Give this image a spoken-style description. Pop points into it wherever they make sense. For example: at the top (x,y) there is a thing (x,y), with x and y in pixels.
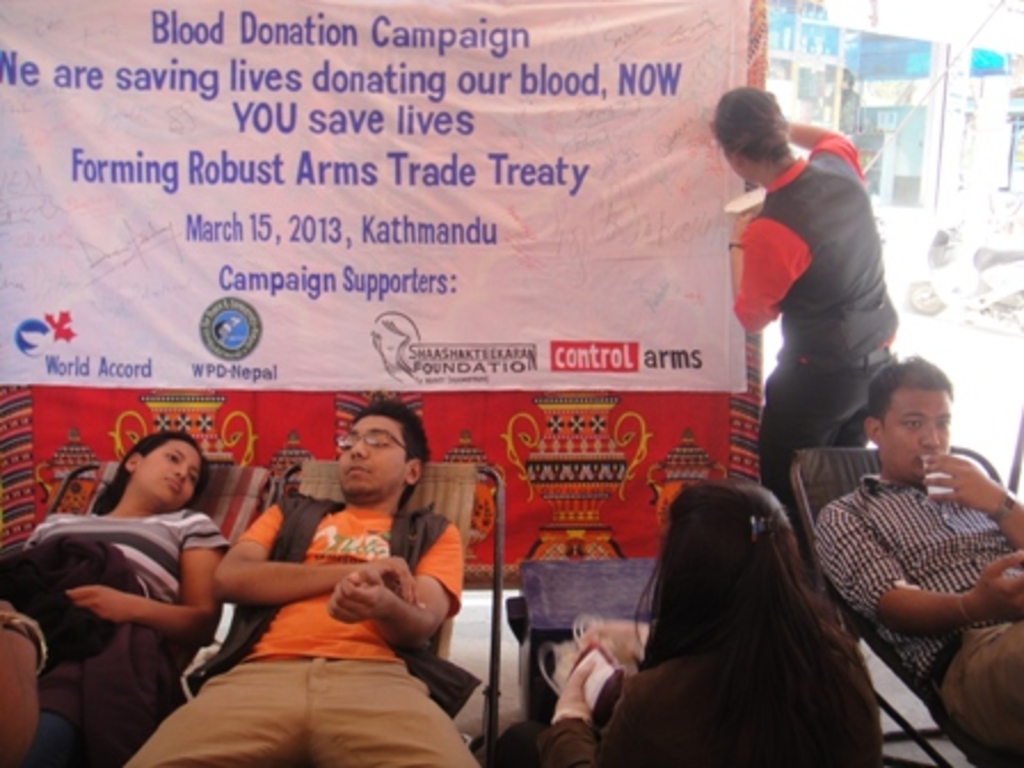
Here we can see three people (340,621) laying on beds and the person (950,552) on the right side (948,523) is drinking something and there is woman (555,745) sitting in between them and behind them we can see a banner (551,3) being adjusted by a person (752,99) and it is a blood donation campaign as we can see it
